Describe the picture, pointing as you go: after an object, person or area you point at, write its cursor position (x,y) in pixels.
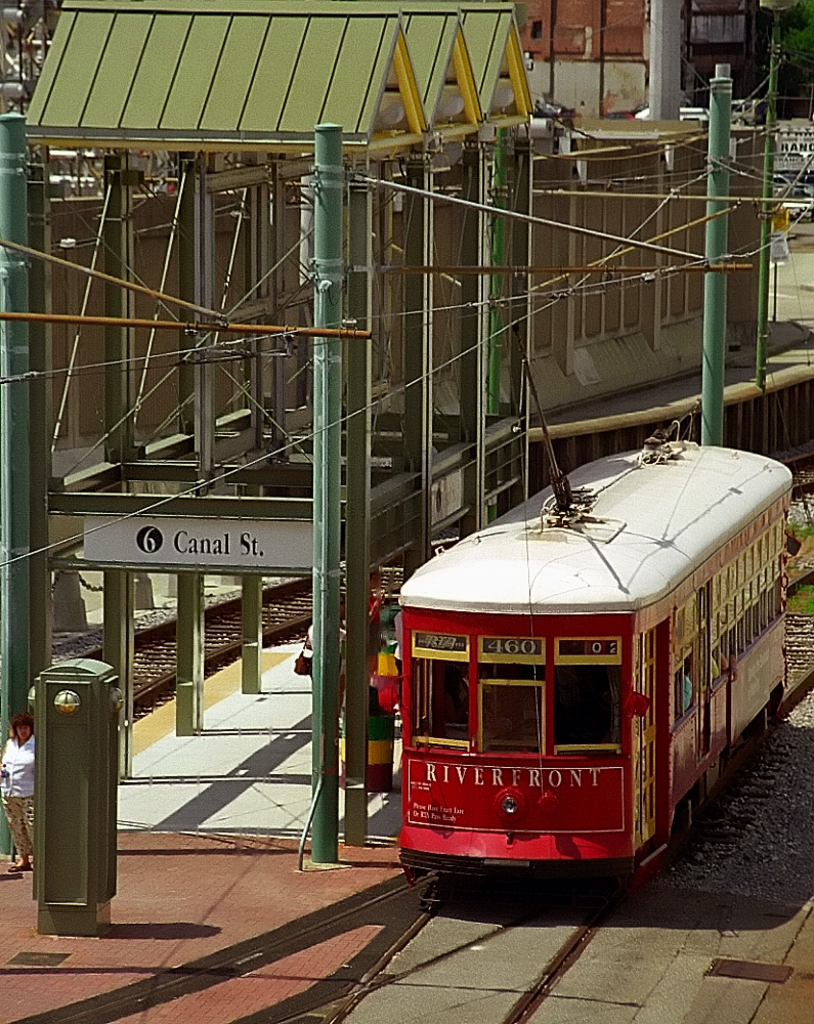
In this image we can see a locomotive (663,822) on the track (491,924), persons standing on the floor (227,837), grills (348,272), electric cables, name board (298,559), trees (807,48) and stones (745,819).
